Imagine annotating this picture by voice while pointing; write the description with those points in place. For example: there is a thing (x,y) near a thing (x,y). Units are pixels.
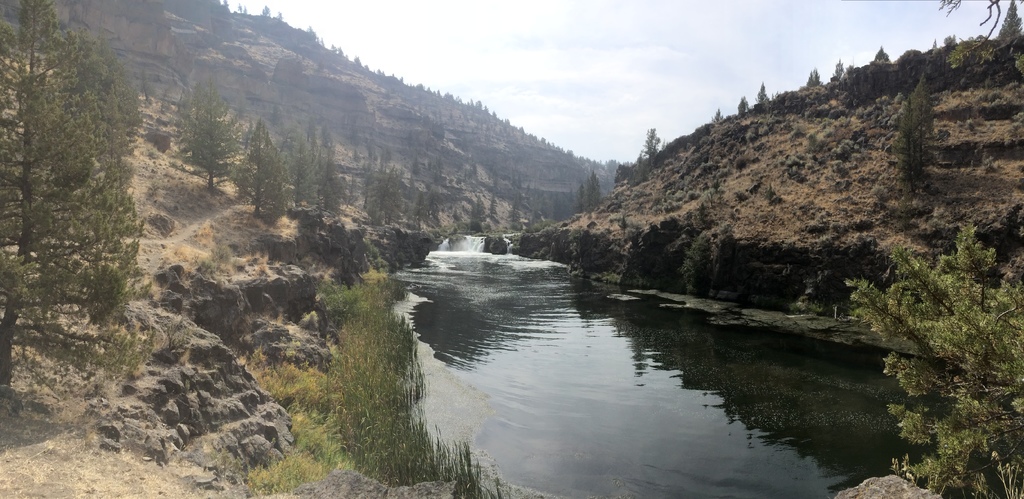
In this image we can see some trees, water (458,337), grass (261,373) and mountains (312,82), in the background (660,93) we can see the sky (506,52).
